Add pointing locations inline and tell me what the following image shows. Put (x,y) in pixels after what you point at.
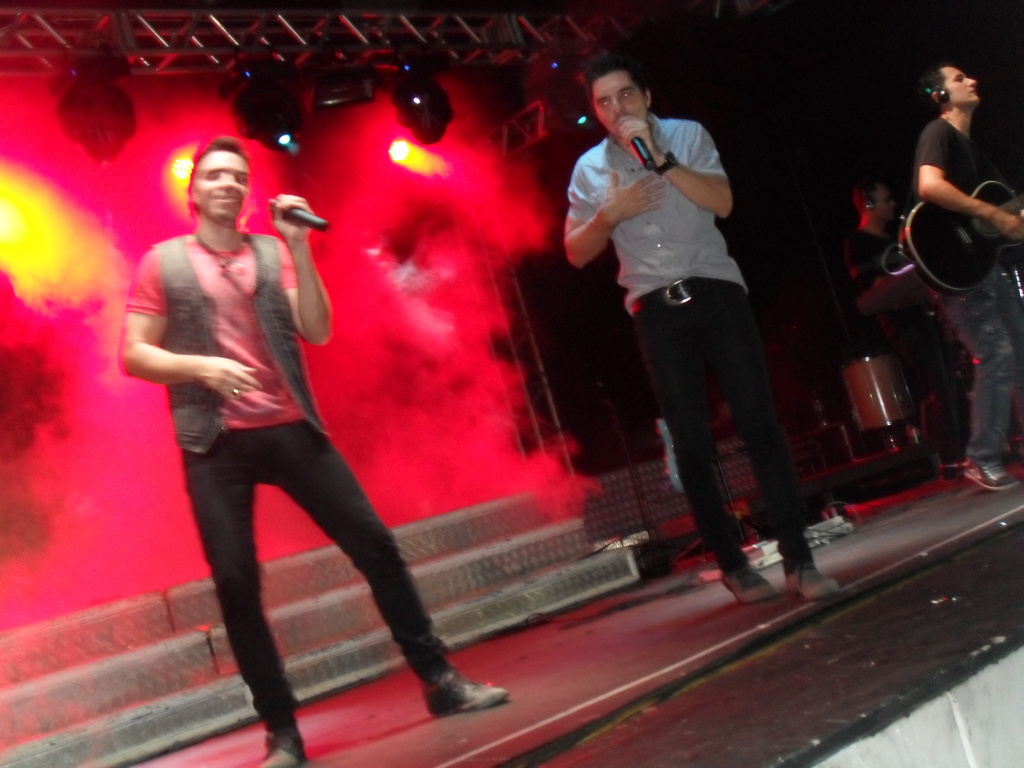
In this picture we can see people (713,491) on the stage (603,665) and two people (380,582) are holding mics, here we can see musical instruments (983,190) and in the background (685,521) we can see lights (6,264) and some objects (737,436).
